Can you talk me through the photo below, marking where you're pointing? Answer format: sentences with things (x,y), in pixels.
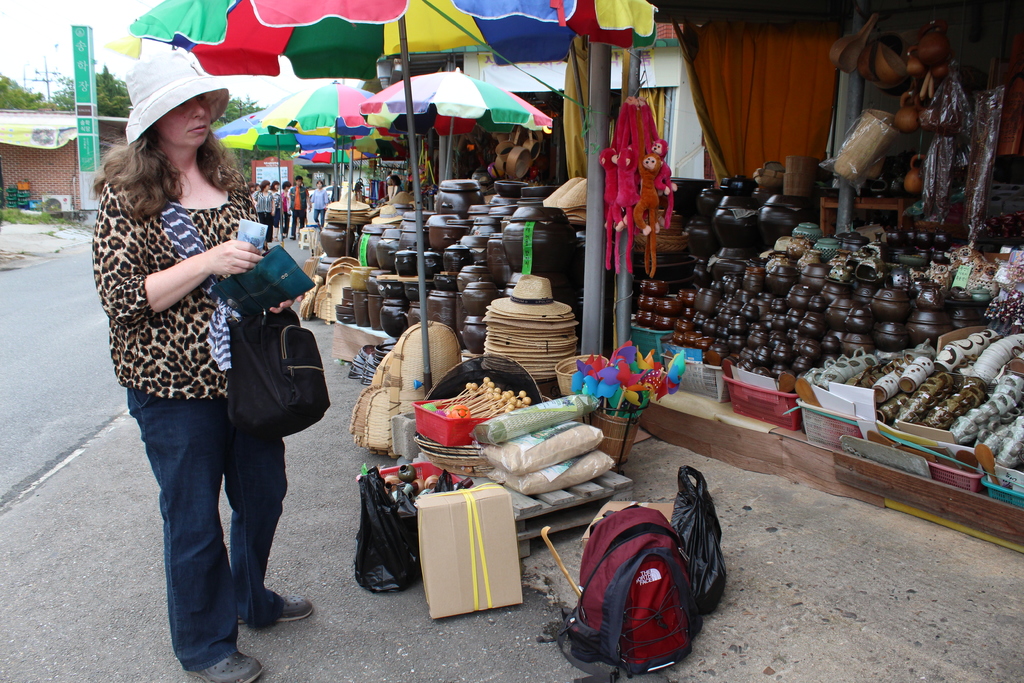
On the background (56,69) we can see sky (72,70), trees (99,101), pole (83,97), stores (49,177). Here we can see stores (713,246) and there are umbrellas (516,56) near to the stores (586,74). We can see persons (294,193) standing and walking on the road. Here we can see a woman (161,61) wearing a cap (200,82) and she is holding a wallet (279,265) and a currency note (261,248) in hand (238,250).
